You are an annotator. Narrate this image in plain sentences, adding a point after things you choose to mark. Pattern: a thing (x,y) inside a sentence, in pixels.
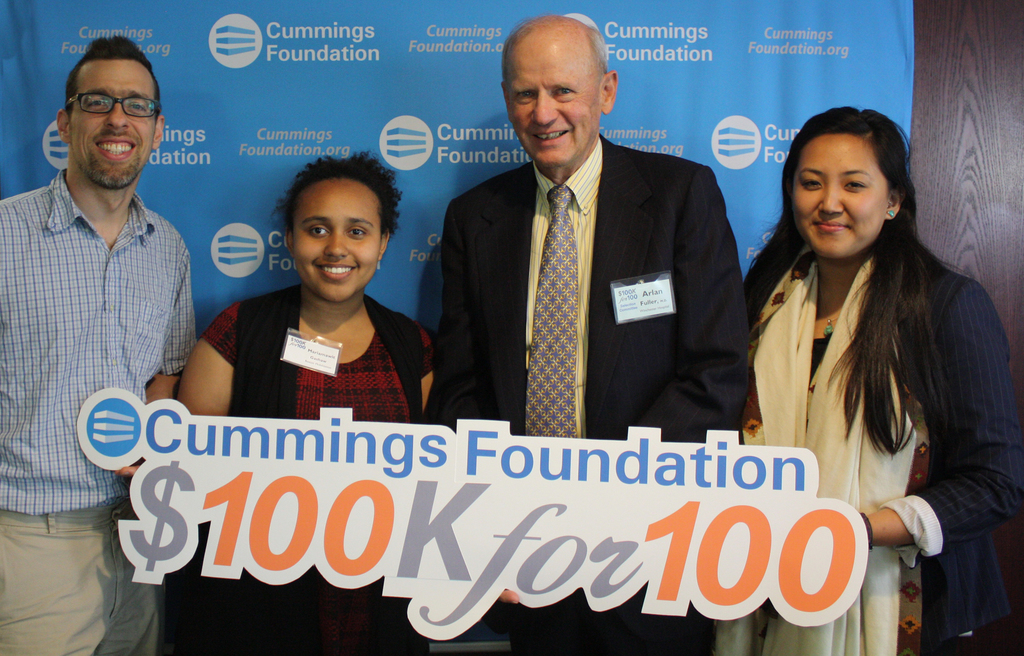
In this image there are few people (711,235). They are holding a board (443,479) which is having some text (439,513). Middle of the image (519,274) there is a person (592,252) wearing a blazer (601,260), tie (564,266). Right side (816,357) there is a woman (866,314) wearing a scarf (803,371). Left side (129,254) there is a person (129,171) wearing spectacles (122,100). Behind them there is a banner (492,51) attached to the wall (1001,149). On the banner (476,119) there is some text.
